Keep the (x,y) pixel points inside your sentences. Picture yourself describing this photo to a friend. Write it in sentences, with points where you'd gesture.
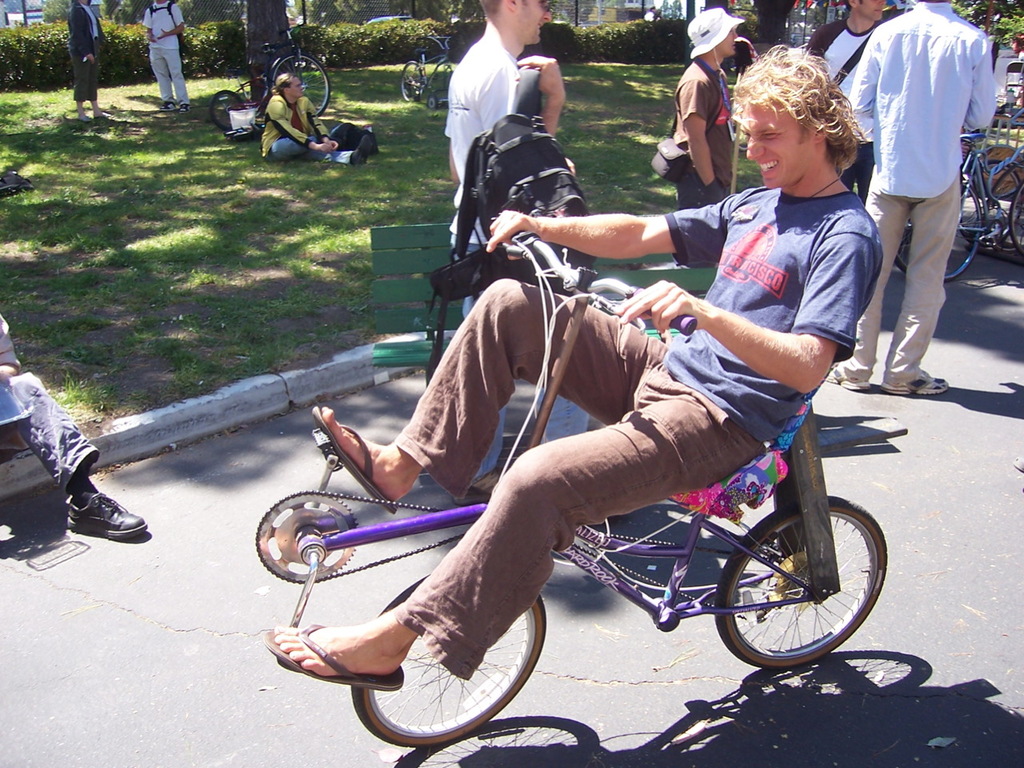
This is a picture taken in the outdoors. The man (727,327) in blue t shirt (752,296) was riding a bicycle (530,596) on road (153,621). behind the man (747,341) there is a bench (412,293) in green color and group of people (855,96) are standing on the floor (911,466) and a man (278,113) in yellow jacket (276,121) was sitting on grass (216,203) and there are bushes (228,52) and trees (264,35).
